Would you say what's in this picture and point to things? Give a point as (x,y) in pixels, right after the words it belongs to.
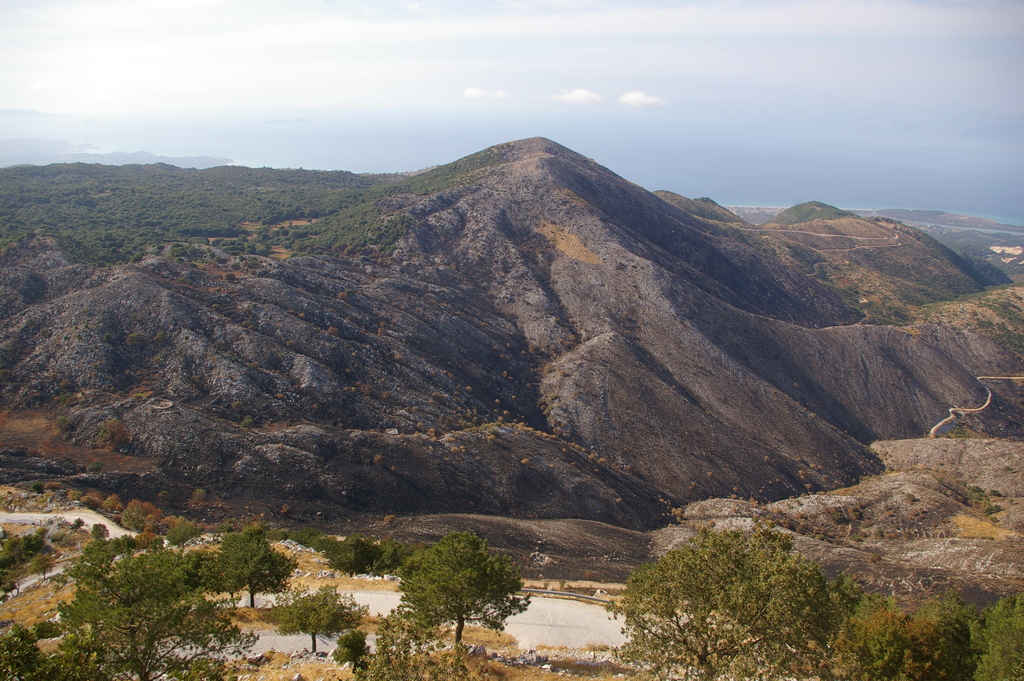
In this image at the bottom (667,617) there are some trees (126,564) and sand (309,644), and in the background (336,267) there are some mountains (625,280). On the top of the image (148,79) there is sky (136,85).
